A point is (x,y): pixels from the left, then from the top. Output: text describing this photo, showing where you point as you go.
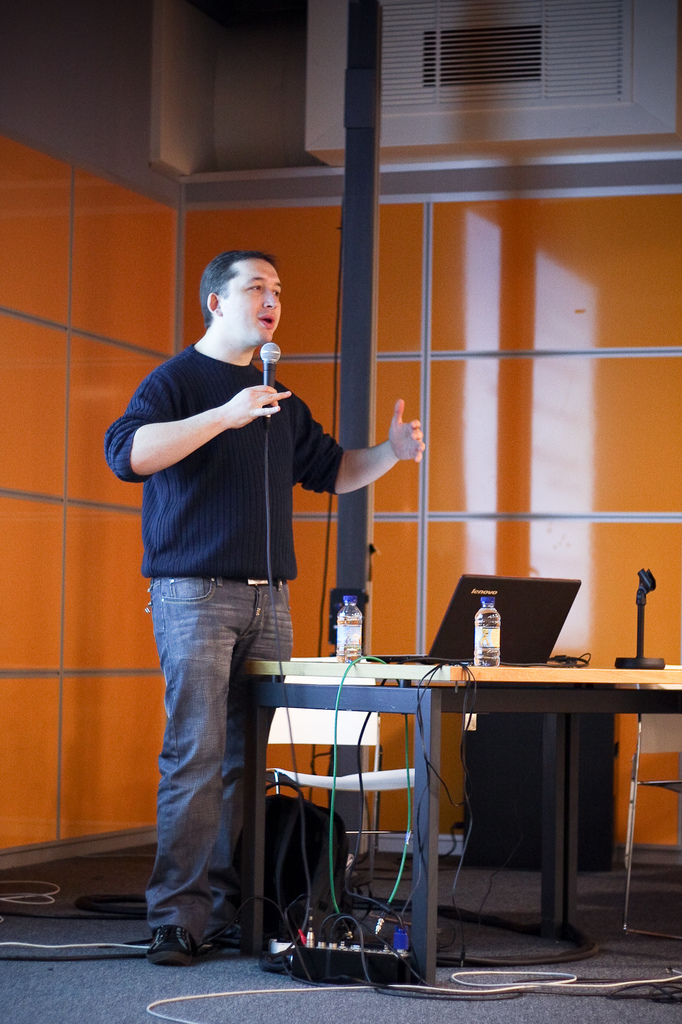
In this picture we can see a man (154,962) who is standing on the floor (109,951). He is holding a mike (265,383) with his hand (238,424). This is table (408,681). On the table (439,687) there are bottles (340,655), laptop (482,586), and a mike (640,614). On the background (536,327) there is a wall (564,398). This is pole (364,325). Here we can see some cables (529,928).
